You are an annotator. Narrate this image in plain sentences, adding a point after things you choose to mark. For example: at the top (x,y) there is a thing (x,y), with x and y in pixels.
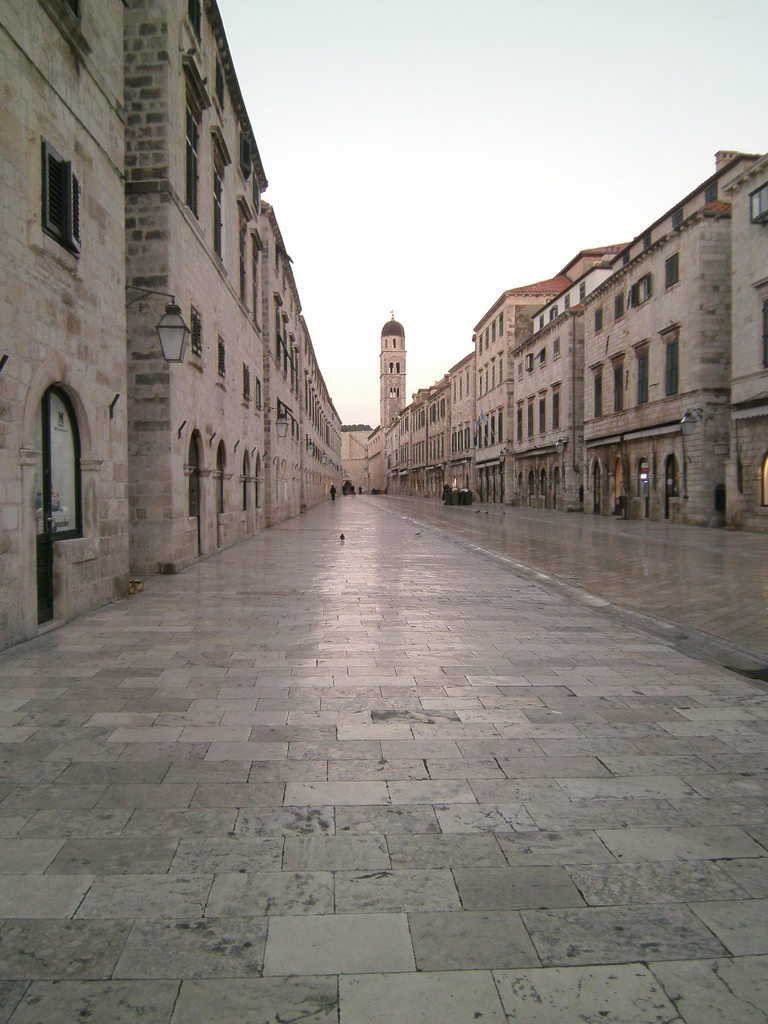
To the both sides of the image there are buildings (149,452), windows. At the bottom of the image (255,978) there is pavement (439,638). At the top of the image (448,107) there is sky (462,98).
